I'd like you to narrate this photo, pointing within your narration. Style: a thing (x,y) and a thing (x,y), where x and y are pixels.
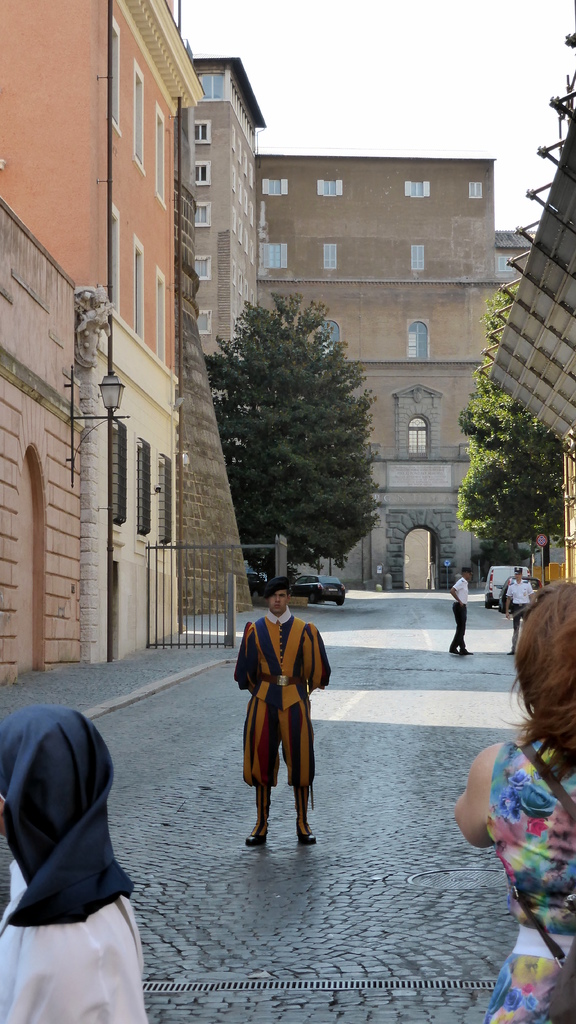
In this image there is a person (267,708) in a fancy dress (291,656) is standing on the street (437,656), and there are group of people (14,777) standing, buildings (164,257), trees (268,558), vehicles (499,593), and in the background (538,67) there is sky (389,81).
